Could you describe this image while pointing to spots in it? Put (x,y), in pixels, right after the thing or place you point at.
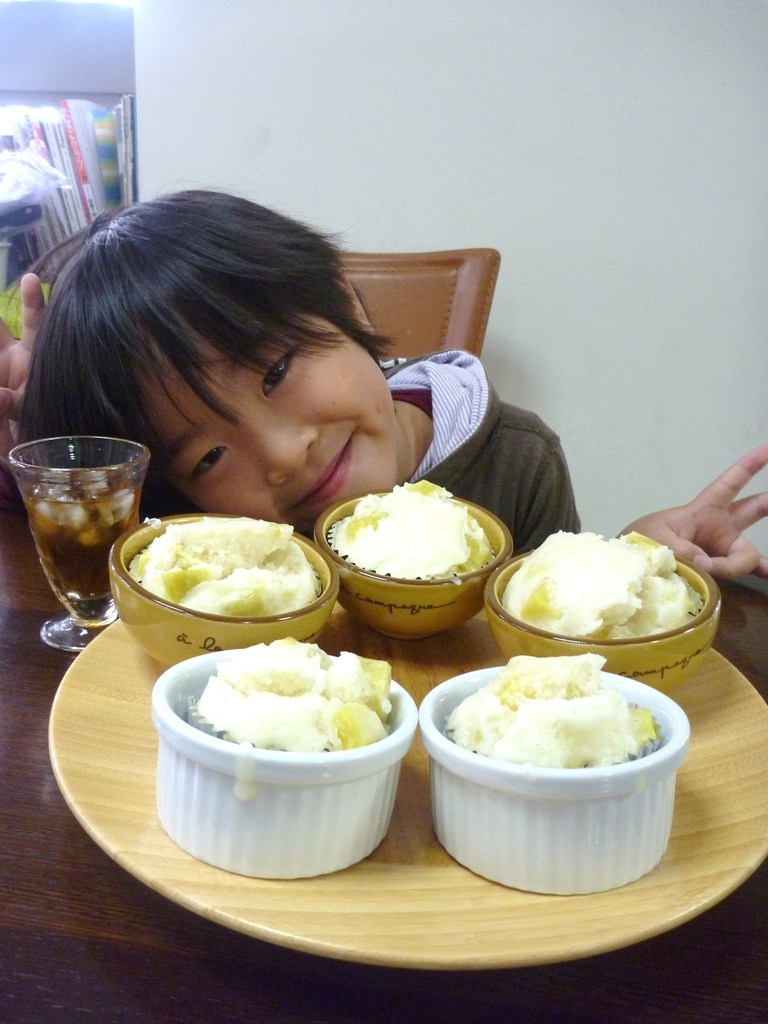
In this picture I can see a table (230,1020) in front (13,684) and on the table (17,527), I can see a plate (135,646) and a glass (45,502) and on the plate (413,689), I can see 5 bowls (267,624) and I see food (286,541) in it. Behind the table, I can see a child (263,318) sitting. In the background (55,229) I can see few books (103,141) and I can see the wall (466,180).
